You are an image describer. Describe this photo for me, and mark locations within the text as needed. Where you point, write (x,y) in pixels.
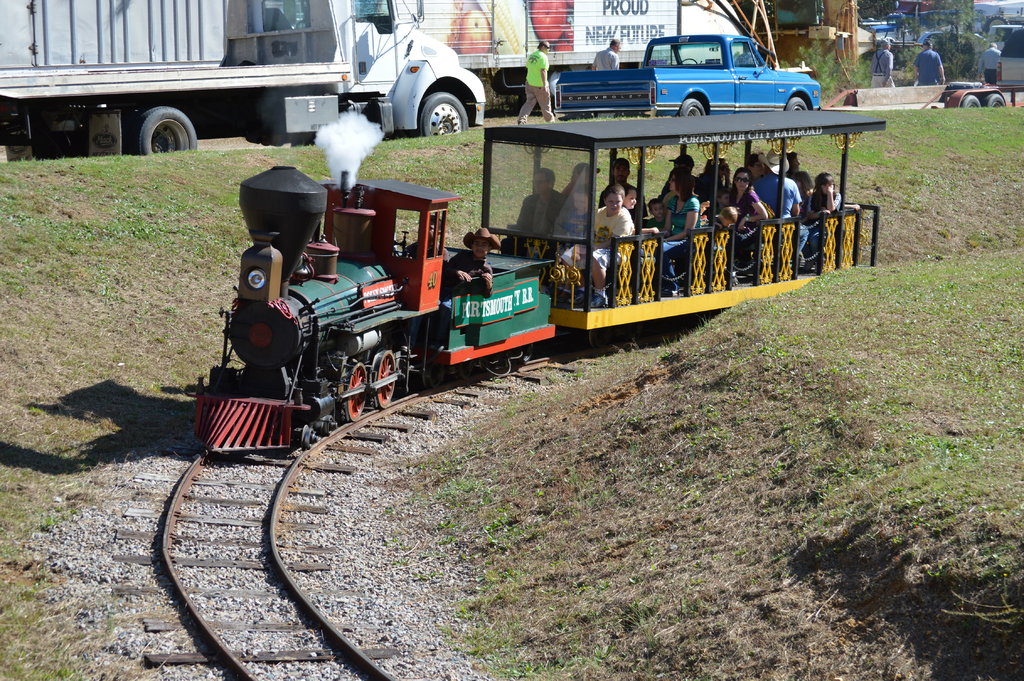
In this image, we can see a train (697,250) with some people (683,240). We can see the track (242,603). We can see the ground (871,466) covered with grass (709,495), stones (394,558). There are a few vehicles (788,96), people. There are some trees (955,11).
